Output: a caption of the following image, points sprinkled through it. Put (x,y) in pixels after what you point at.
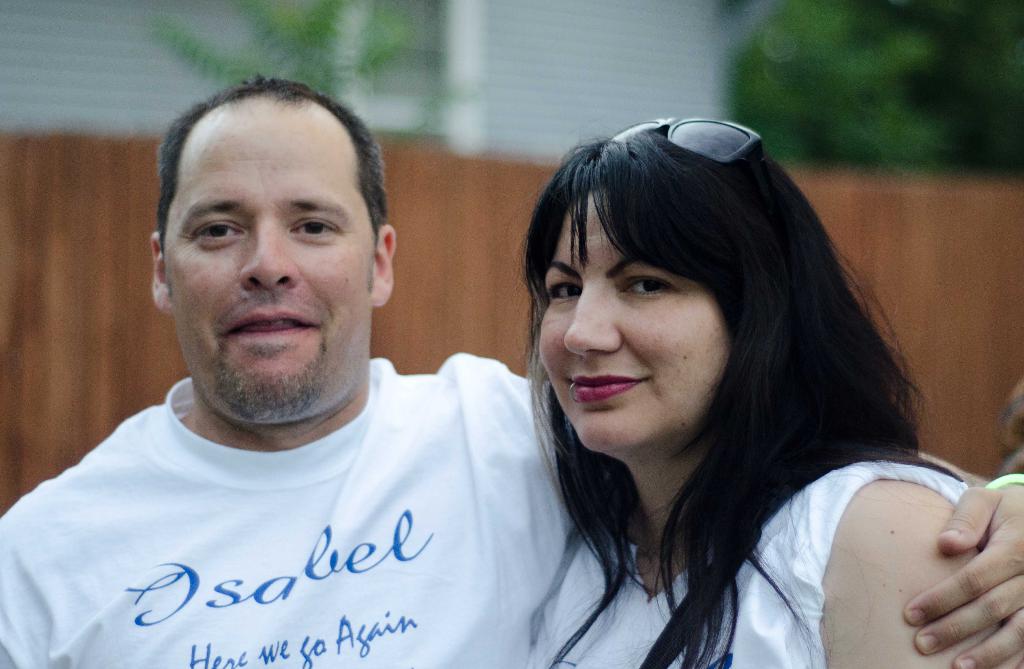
In this picture there is a man (346,480) who is wearing t-shirt (272,541), beside him we can see a woman (849,329) who is wearing goggles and white t-shirt (756,629). In the background (936,358) we can see the building (634,7) and wooden partition (941,341). In the top right corner (890,11) we can see the trees (880,74).
